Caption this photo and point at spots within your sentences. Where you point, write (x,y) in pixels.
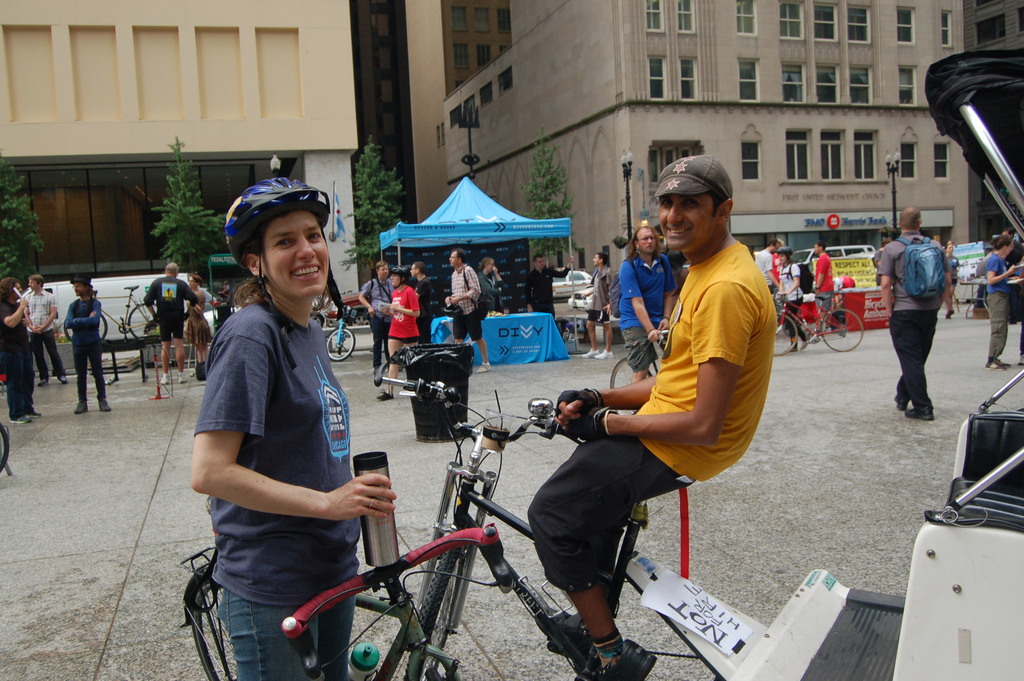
In the picture we can see many people (631,315) are walking on a street (964,365) and two people (710,398) are with the cycles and smiling, wearing a T-shirts (261,537), with cap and helmets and the background (801,219) we can see a buildings (769,216), trees (367,238), street lights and shops (788,221).
